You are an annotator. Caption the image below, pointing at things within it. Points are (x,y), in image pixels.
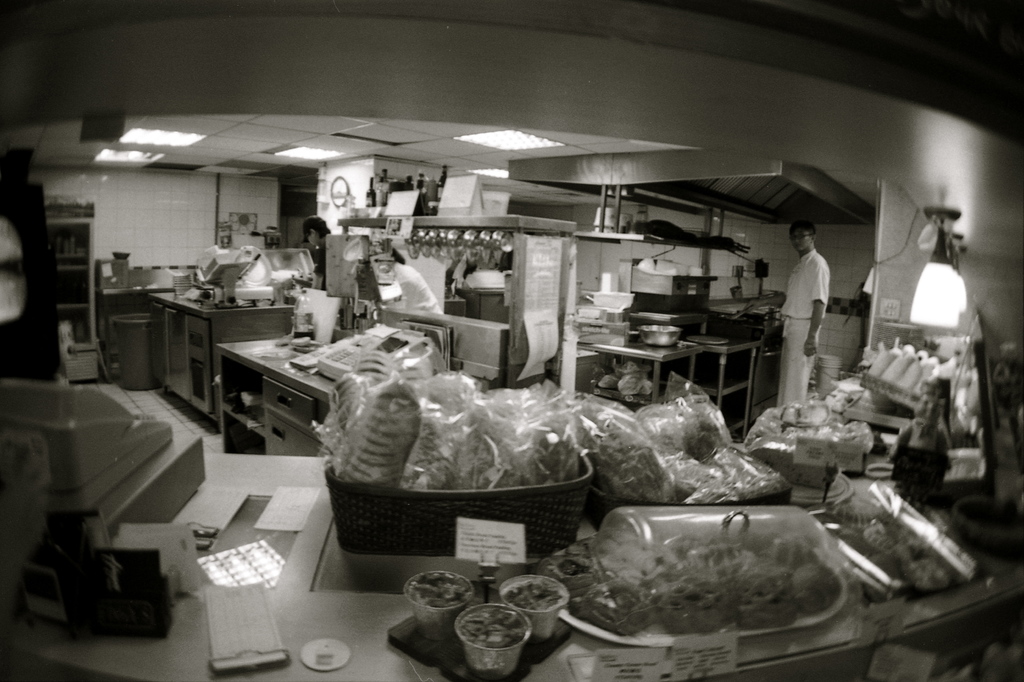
This is a picture of the inside of the kitchen (235,347). In this picture in the foreground (434,461) there are some baskets (436,513) and bowls (448,590) and some plastic covers (457,445) are there. And on the background (138,130) there is a ceiling (167,152) and on the ceiling (141,150) there are some lights (528,146) and on the right side (803,325) there is one person (806,283) who is standing and, on the left side (202,278) there are some machines (330,350) and in the center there is one wall (149,197).
